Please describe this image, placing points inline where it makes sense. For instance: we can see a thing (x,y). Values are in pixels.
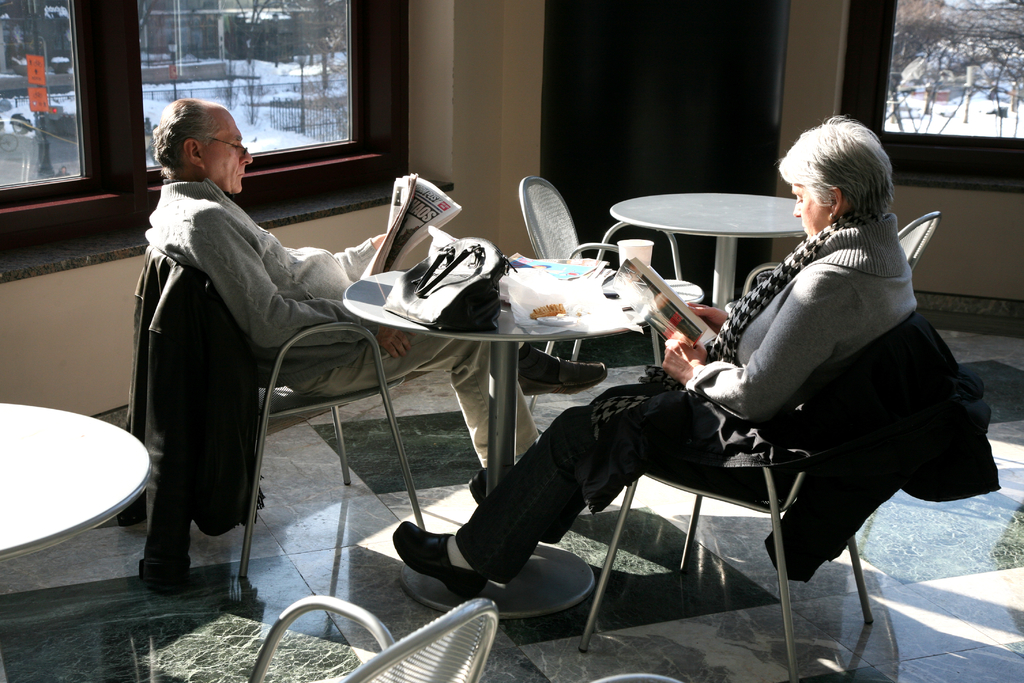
there are two persons (329,253) sitting on chairs (267,395). A man (271,278) is reading newspaper (400,200) wearing specs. A lady (752,301) is wearing scarf (767,289) and holding a book (665,290). There are many tables (62,416) chairs (531,202). On the table (469,332) there is a handbag (470,277) and some other items (547,299) also a cup (633,253). In the background (214,74) there is a window (215,59) wall (529,47).
